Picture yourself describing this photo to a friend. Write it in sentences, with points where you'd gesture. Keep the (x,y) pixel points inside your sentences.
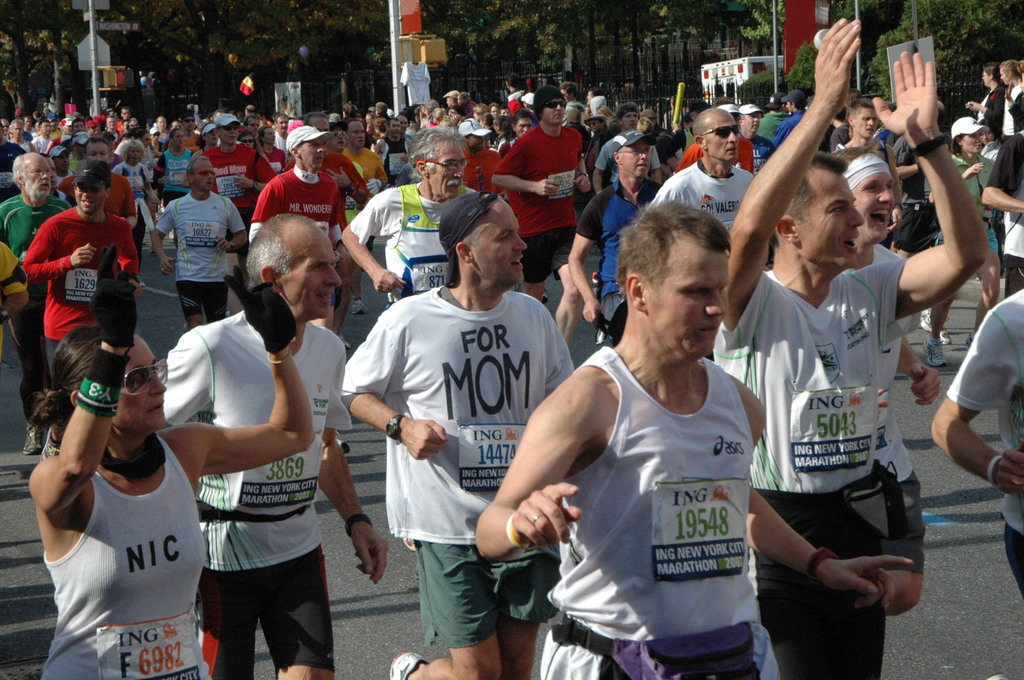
In this picture I can see so many people (344,417) are running on the road (935,553), side of the road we can see trees (245,49) and poles (396,64).
